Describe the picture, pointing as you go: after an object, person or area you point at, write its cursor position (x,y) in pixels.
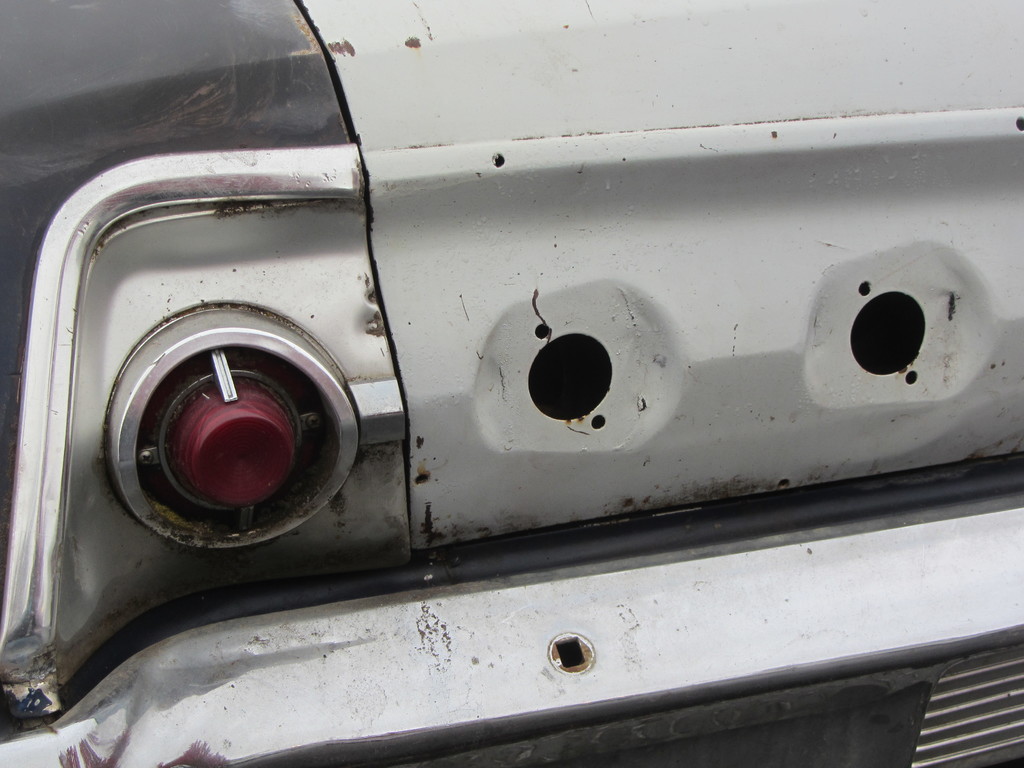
In this image there is a car (458,355) with a tail light (226,435).
